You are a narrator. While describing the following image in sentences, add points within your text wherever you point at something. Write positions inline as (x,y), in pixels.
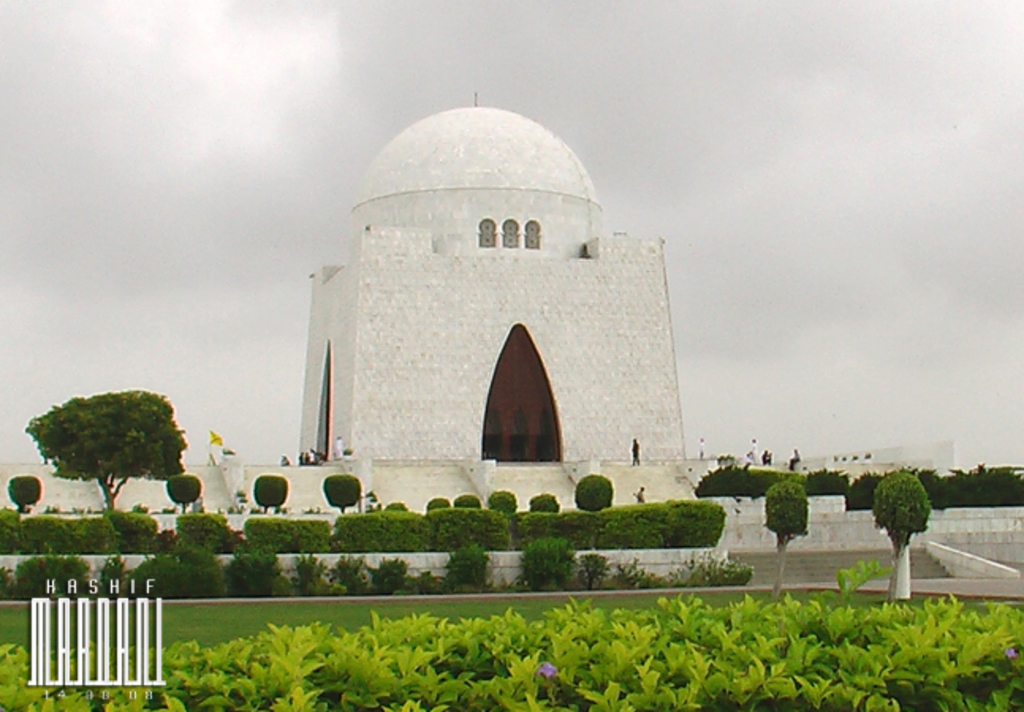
This image consists of a building (601,422). There are some persons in the middle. There is a tree (142,439) on the left side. There are bushes (64,536) at the bottom (832,684). There is sky (429,95) at the top (119,99).
